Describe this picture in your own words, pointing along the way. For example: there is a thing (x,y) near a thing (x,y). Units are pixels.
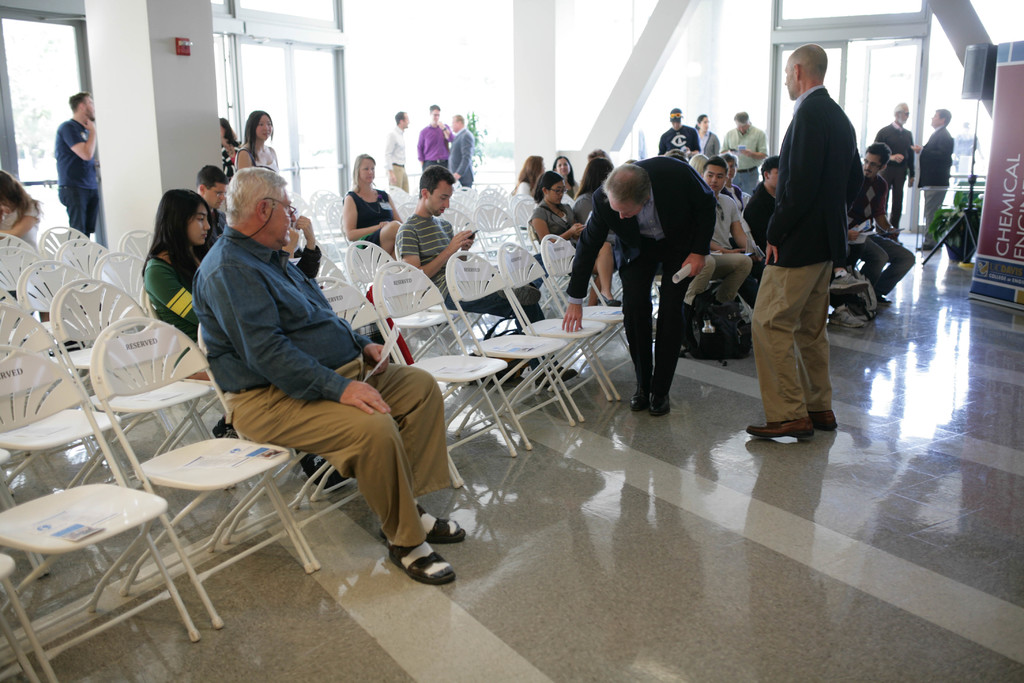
In this image there are group of people (28,223) sitting and another group of people (802,51) standing and in back ground (1002,255) there is a hoarding (995,101), speaker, door (299,81).
